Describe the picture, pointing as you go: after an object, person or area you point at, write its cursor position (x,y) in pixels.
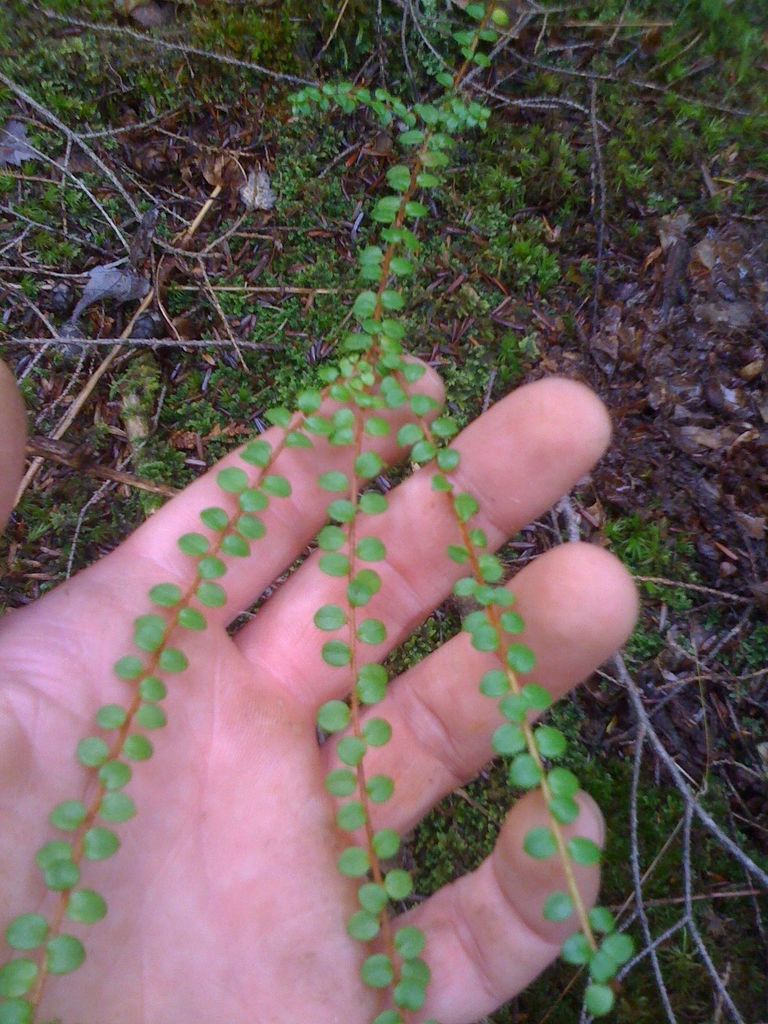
In the picture we can see a grass plant (428,257) and a person's hand (308,801) on it, we can see some plant saplings (378,722).
